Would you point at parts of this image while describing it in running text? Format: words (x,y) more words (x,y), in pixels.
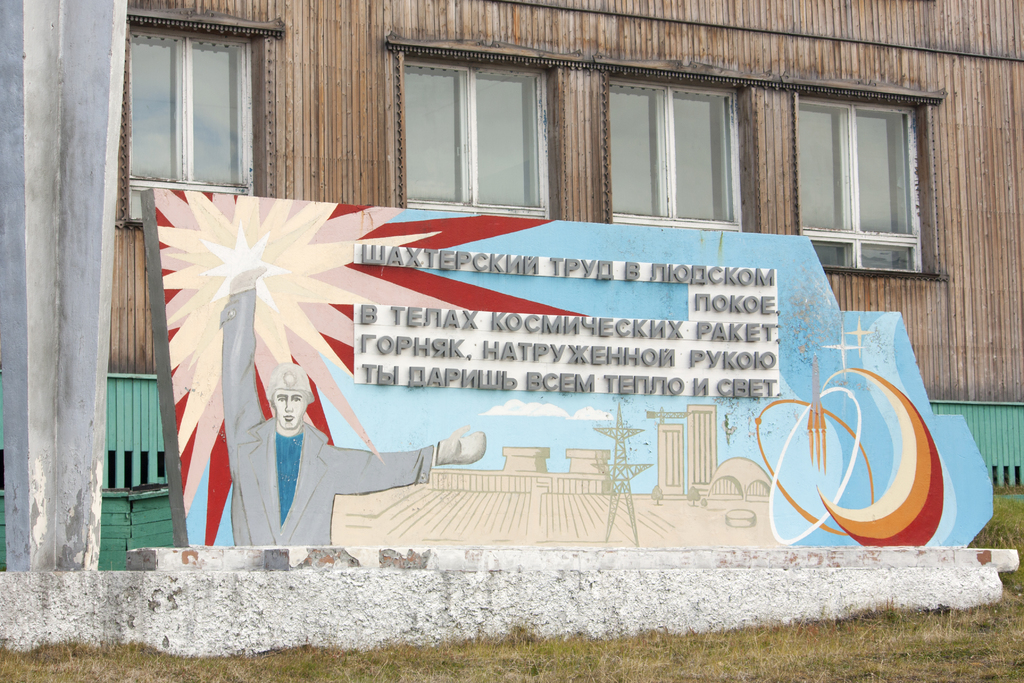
In this image I can see the grass (709,654). I can see a board (518,319) with some text (532,324) written on it. In the background (609,157), I can see a building (684,50) with the windows (535,148).
